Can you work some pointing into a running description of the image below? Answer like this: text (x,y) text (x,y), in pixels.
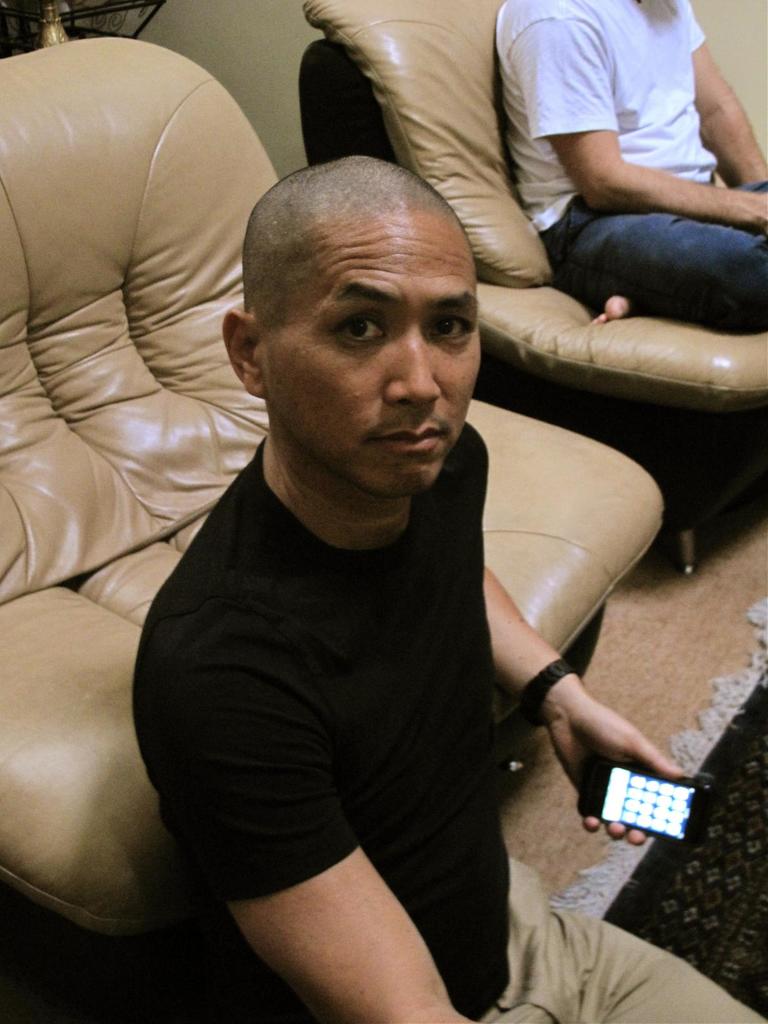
In this picture the man (252,467) is sitting on the floor (628,692), holding a smartphone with his left hand (560,699) and he is looking at the person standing in front of him there is the couch (97,525) behind him and beside him there is another person (628,171) sitting on the couch (376,15) and there is a carpet (734,718) on the floor (699,671).
